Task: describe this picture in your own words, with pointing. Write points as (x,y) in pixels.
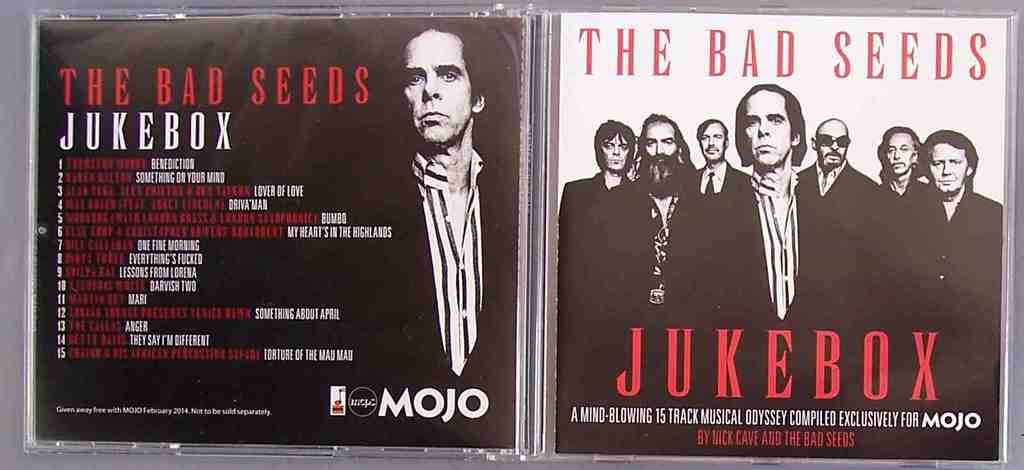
In this image we can see there is a label (391,268) on a compact disc (332,283).
